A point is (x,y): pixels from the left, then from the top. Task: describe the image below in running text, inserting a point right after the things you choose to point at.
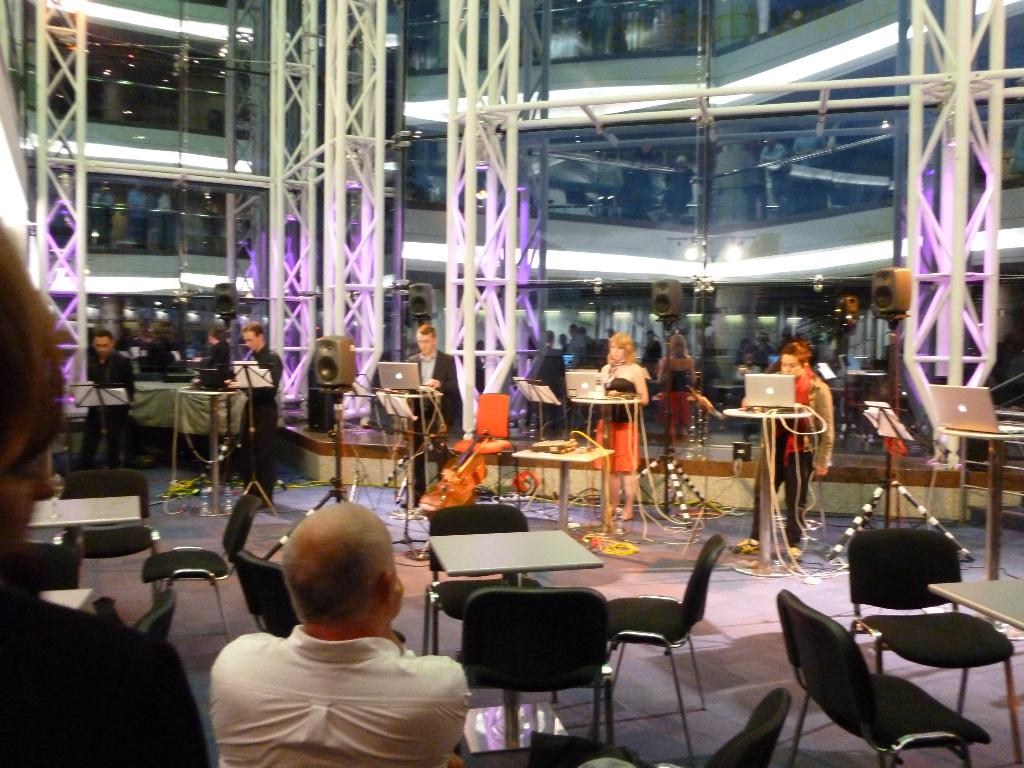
In this picture we can see some persons (624,406) standing on the floor (754,599). These are the chairs (442,590) and there is a table (535,551). Here we can see laptops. On the background (773,178) there is a glass (109,182) and this is floor (181,522).
